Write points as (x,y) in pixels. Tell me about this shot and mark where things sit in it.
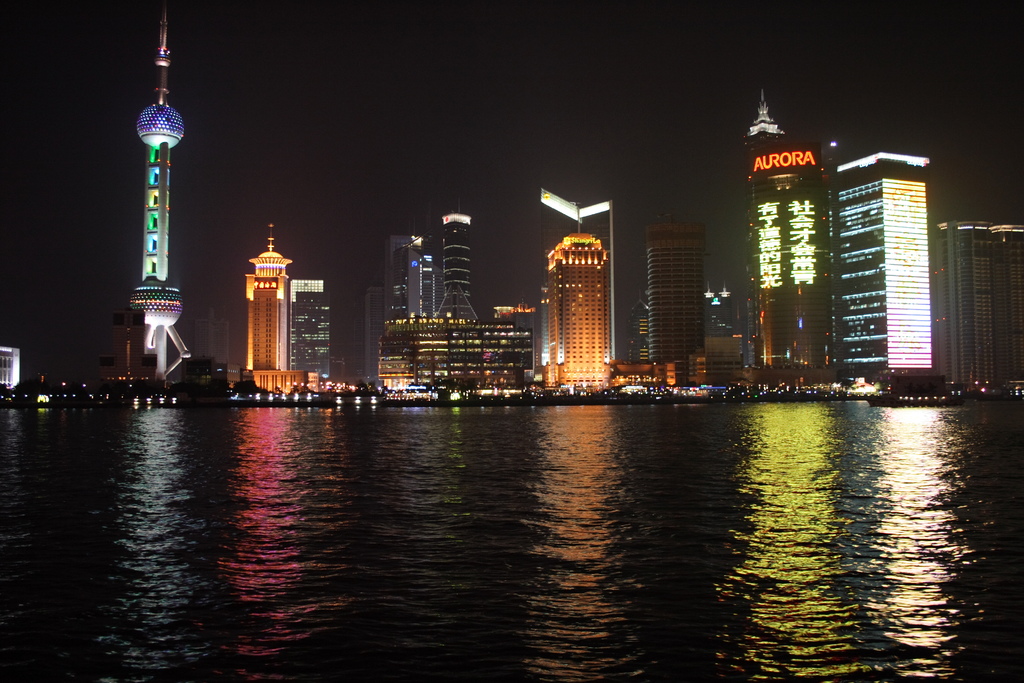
In this picture there is water (248,451) at the bottom side of the image (145,577) and there are skyscrapers (447,264) and lights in the center of the image (468,353), it seems to be the picture is captured during night time.
